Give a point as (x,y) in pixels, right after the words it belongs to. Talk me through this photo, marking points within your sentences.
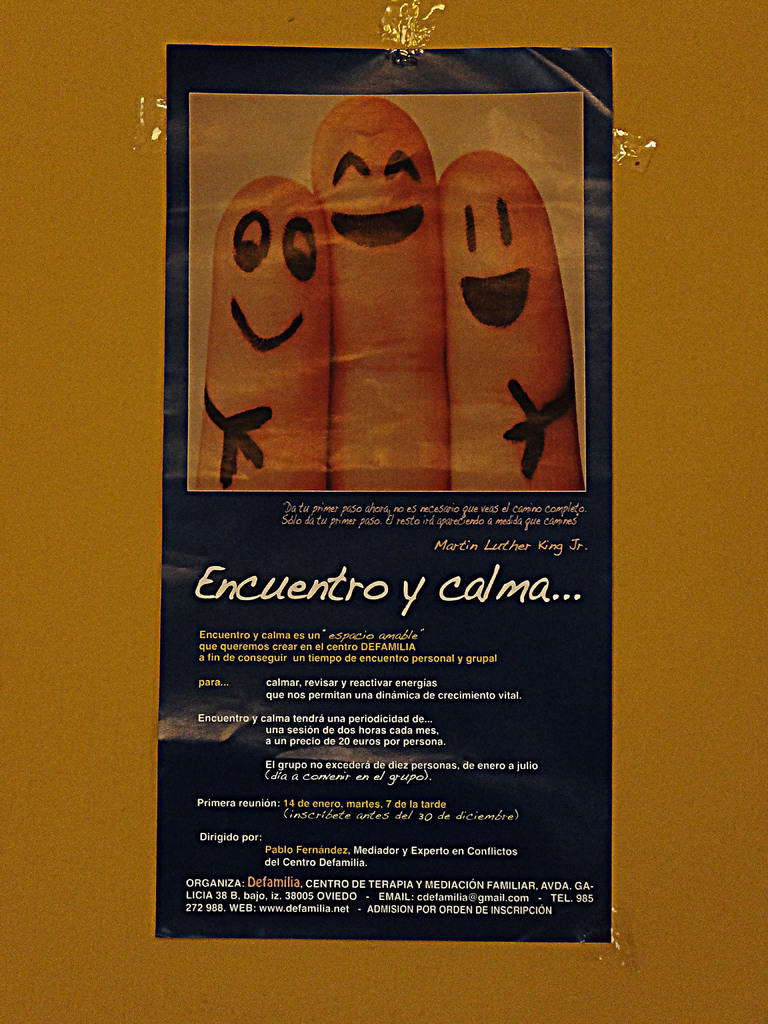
In this image we can see a poster (503,527) on the wall (78,27). There is some text (335,688) on it.
